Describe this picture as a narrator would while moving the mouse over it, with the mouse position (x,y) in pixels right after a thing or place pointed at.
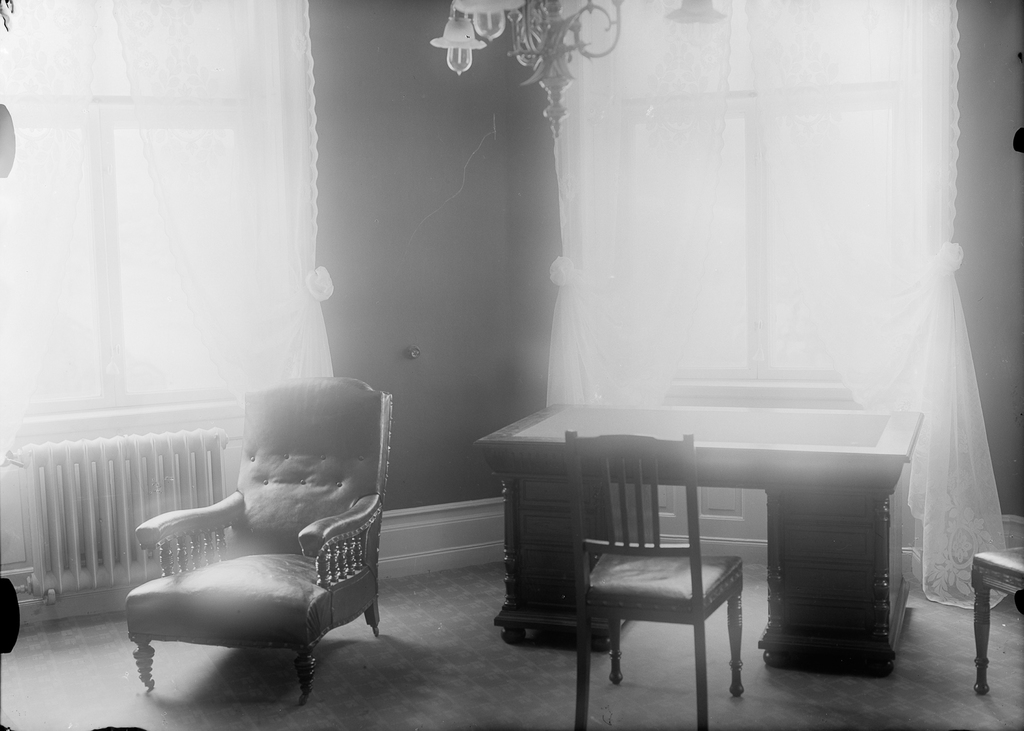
In this black and white image there is a table (790,505) and chairs (605,549) and there is an object (87,474) near to the wall (151,429). At the top of the image (470,46) there is a chandelier (469,17) hanging from the ceiling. In the background (298,236) there is a wall (374,198) and curtains (957,605).
